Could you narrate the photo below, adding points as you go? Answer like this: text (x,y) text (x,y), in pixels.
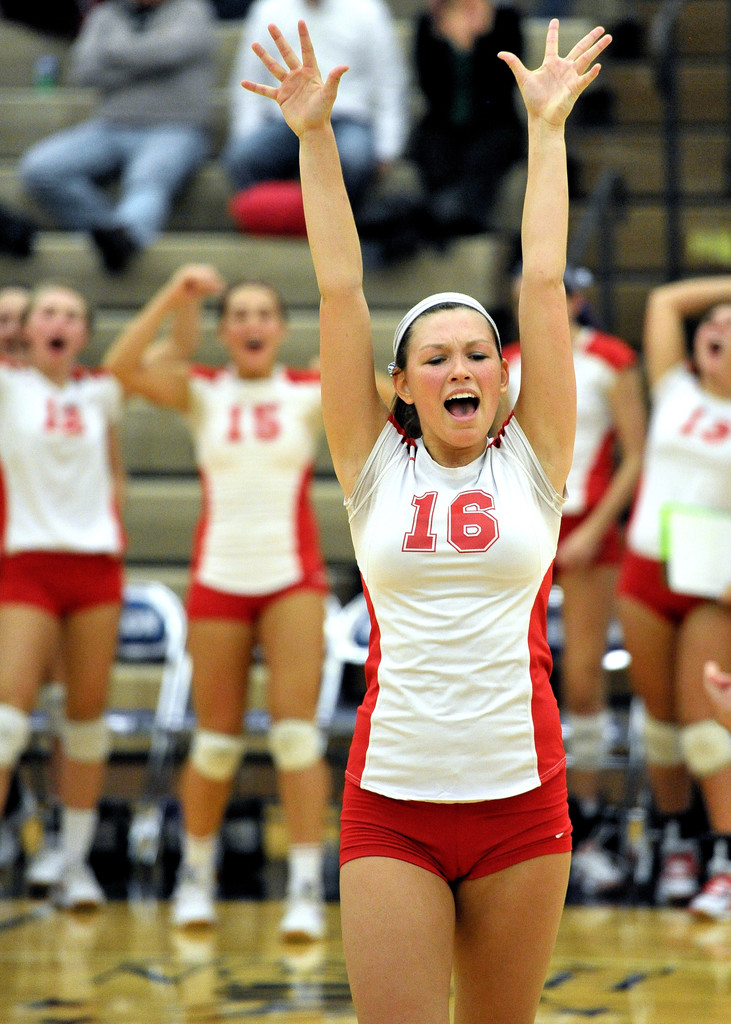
In the foreground of the picture (557,319) I can see a woman (483,315) and looks like she is shouting. She is wearing a sports jersey (423,498). I can see four women (82,424) standing on the floor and they are also wearing the sports jersey (665,449). I can see the chairs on the floor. In the background (266,8), I can see three persons (87,124) sitting on the staircase (72,105).
